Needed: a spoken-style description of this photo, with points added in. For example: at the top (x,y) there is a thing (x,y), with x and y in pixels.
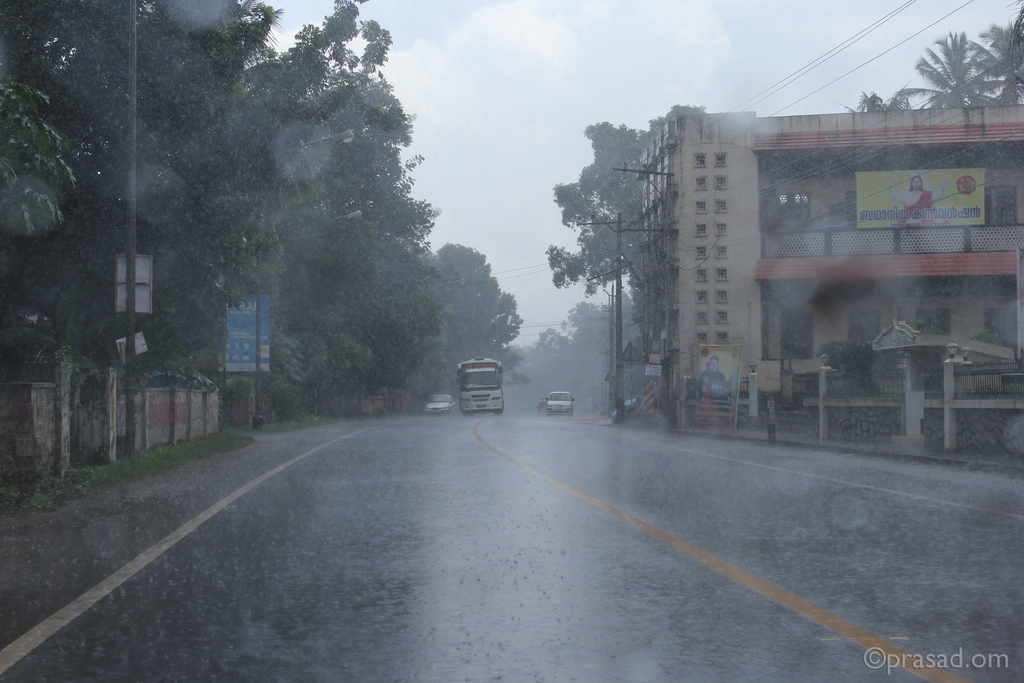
There is a road (496,540). On that there are vehicles (474,392). On the sides of the road (435,546) there are trees (327,317), walls (175,411), buildings (807,268), posters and electric poles (130,227). In the background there is sky (589,23). In the right bottom corner (907,663) there is a watermark (932,668).
